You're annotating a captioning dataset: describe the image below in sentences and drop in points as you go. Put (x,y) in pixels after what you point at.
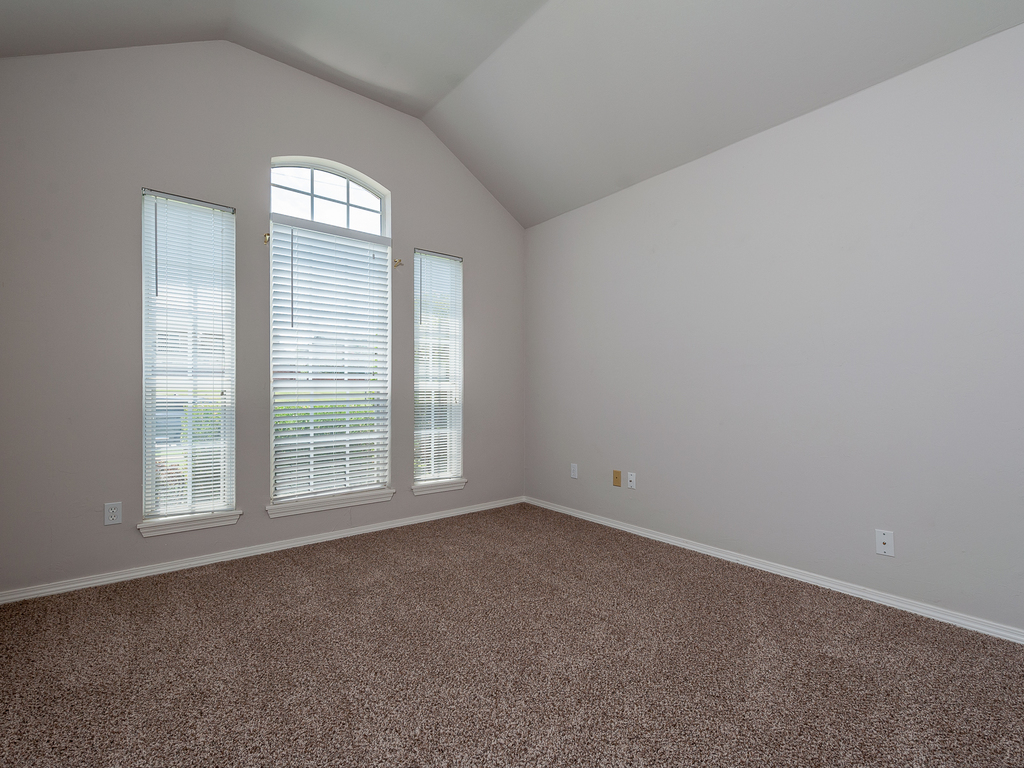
In this picture I can see the inside view of a room (408,572), there are windows (333,180) with the window blinds (331,259) and there are walls (97,156).
